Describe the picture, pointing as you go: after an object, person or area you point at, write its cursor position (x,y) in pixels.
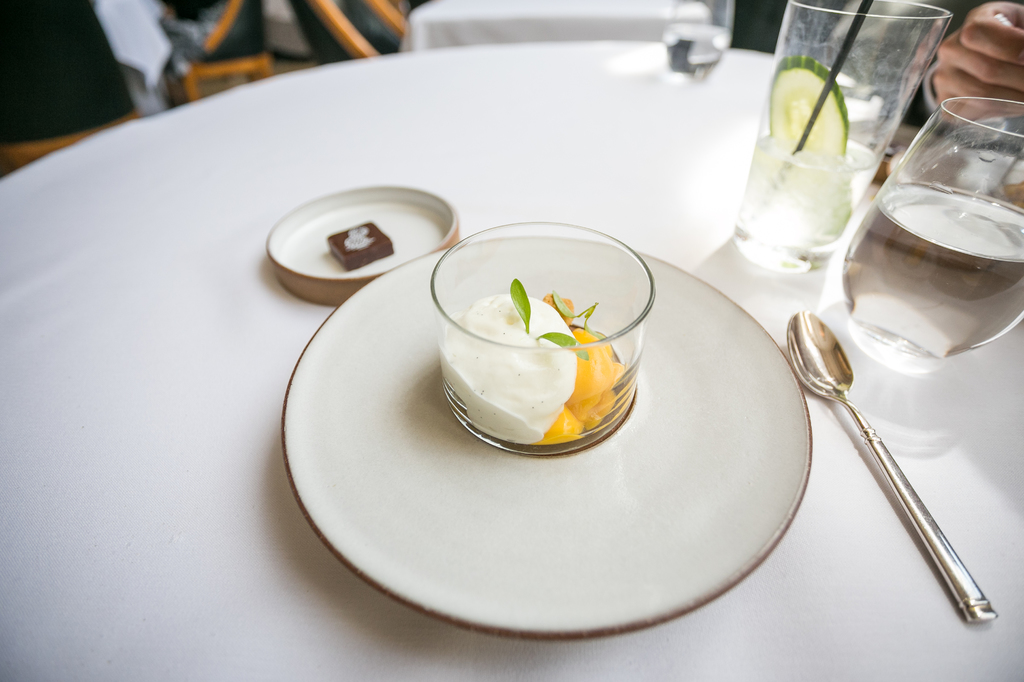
In this image there is a person (969,49) sitting behind the table (132,568), table (725,148) is covered with white color cloth (700,670). There is a plate (459,506), spoon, glass (765,256) and food (530,321) on the table (281,649).
